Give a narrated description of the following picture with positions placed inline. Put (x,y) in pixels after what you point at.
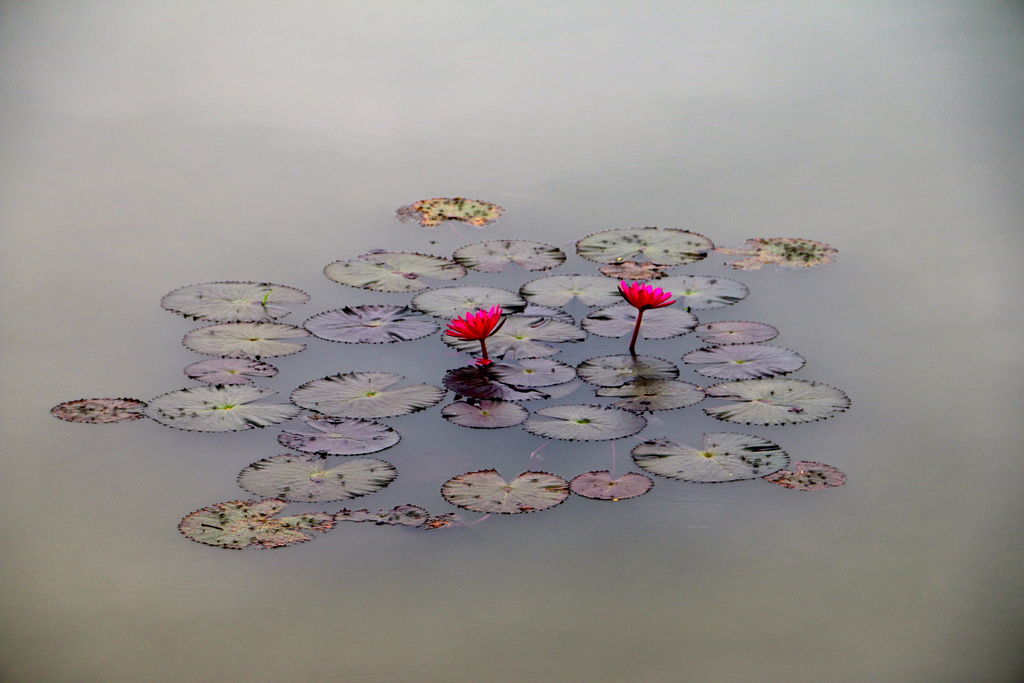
In this image there are two flowers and some leaves (358,416) in the water (428,451).
